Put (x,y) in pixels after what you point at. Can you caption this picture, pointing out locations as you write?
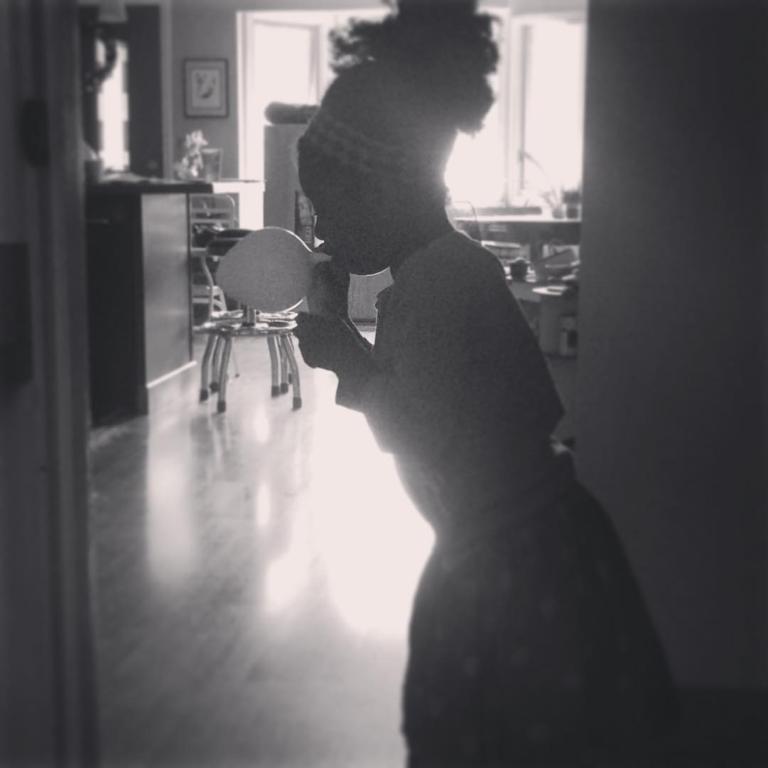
In this picture there is a woman (495,326) who is standing and blowing a balloon (273,294). There is a chair (216,323), desk (174,250) and few objects (204,157). There is a frame (210,94) on the wall (233,122).
